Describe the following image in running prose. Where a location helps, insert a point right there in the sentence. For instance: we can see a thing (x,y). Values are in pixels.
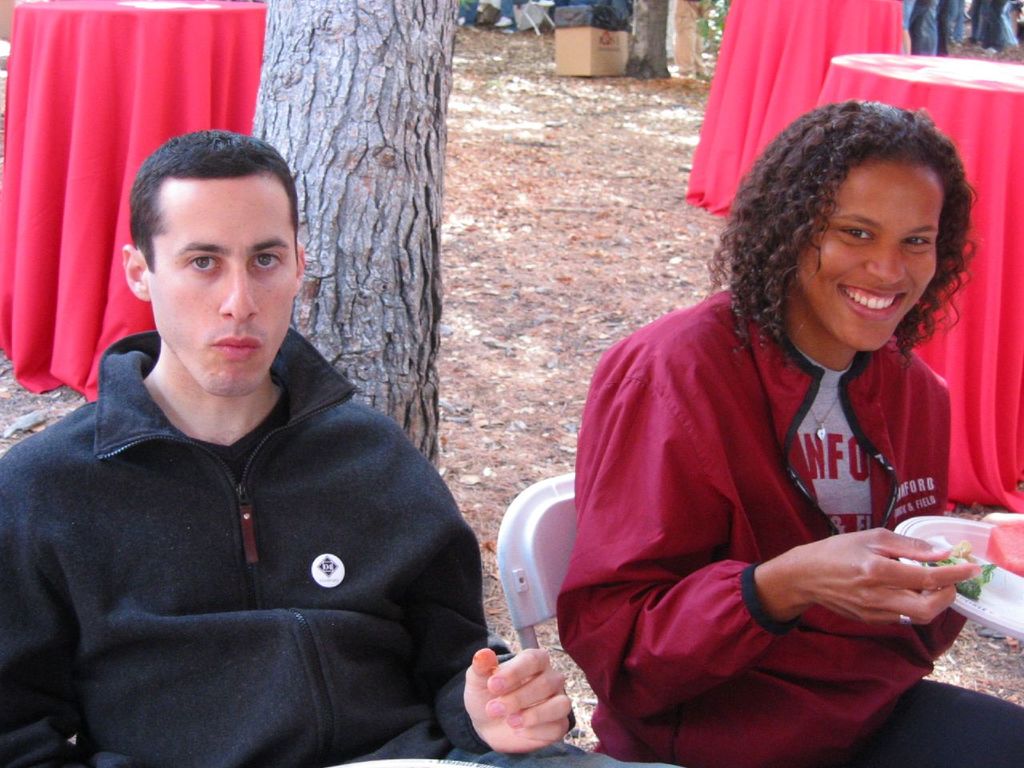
In the image we can see two people (376,509) sitting and wearing clothes (447,613). The right side person (869,411) is wearing neck chain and the person (847,386) is smiling and holding plate (985,528) in hands (882,539). Here we can see tree trunk (280,50), carton box (572,56) and red cloth (124,77).
